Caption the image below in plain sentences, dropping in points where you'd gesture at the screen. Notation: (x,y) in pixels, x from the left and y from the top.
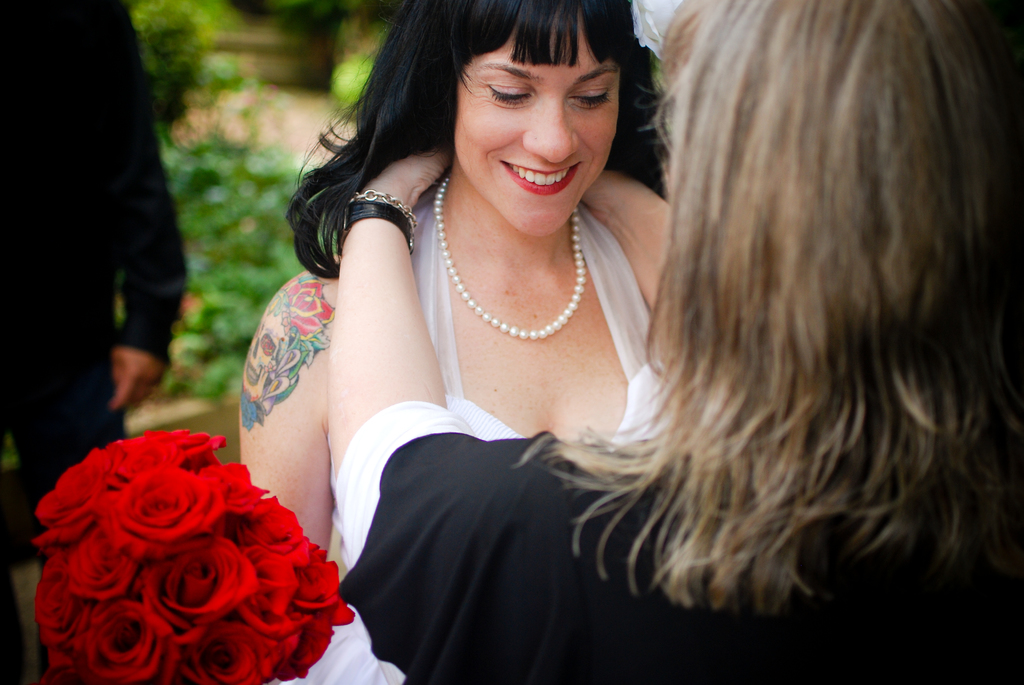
In this image I can see two persons (612,240), the person (550,524) in front (596,598) is wearing black color dress (530,480) and the person (483,379) is wearing white color dress (429,288). I can see few flowers (257,627) in red color, background (81,282) I can see the other person (76,266) standing, plants (232,215) in green color.
